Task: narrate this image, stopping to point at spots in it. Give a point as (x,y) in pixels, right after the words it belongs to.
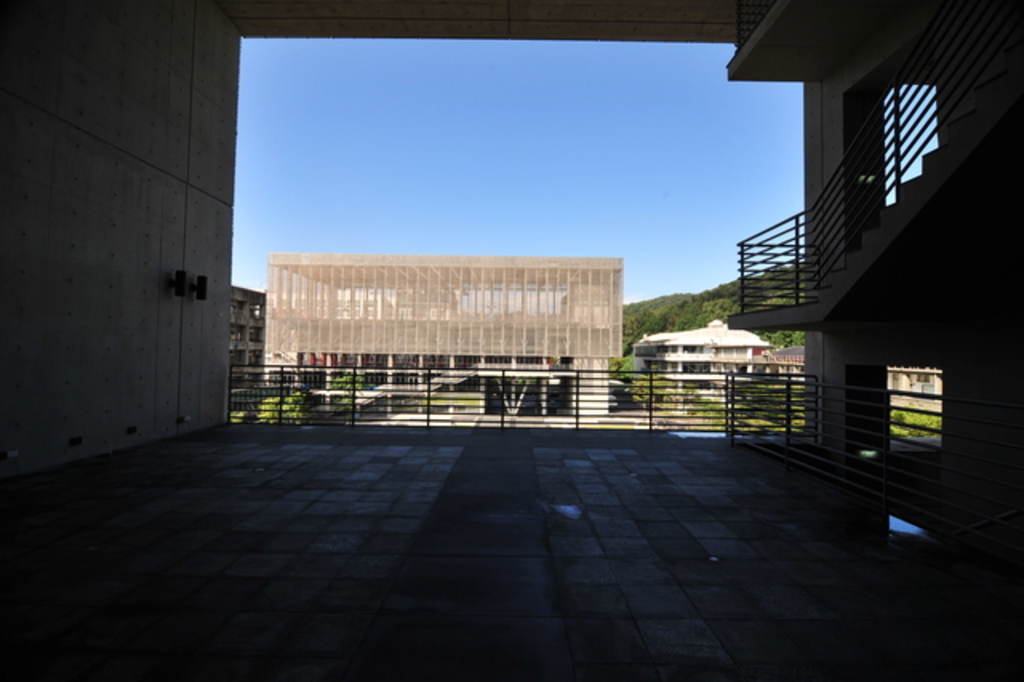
In the foreground of this picture (680,559) we can see the pavement (271,517), deck rail (934,393), stair case (928,163), hand rail (898,142). In the background (315,107) we can see the sky (425,107), trees (662,308) and the buildings (642,355) and some plants (750,393).
